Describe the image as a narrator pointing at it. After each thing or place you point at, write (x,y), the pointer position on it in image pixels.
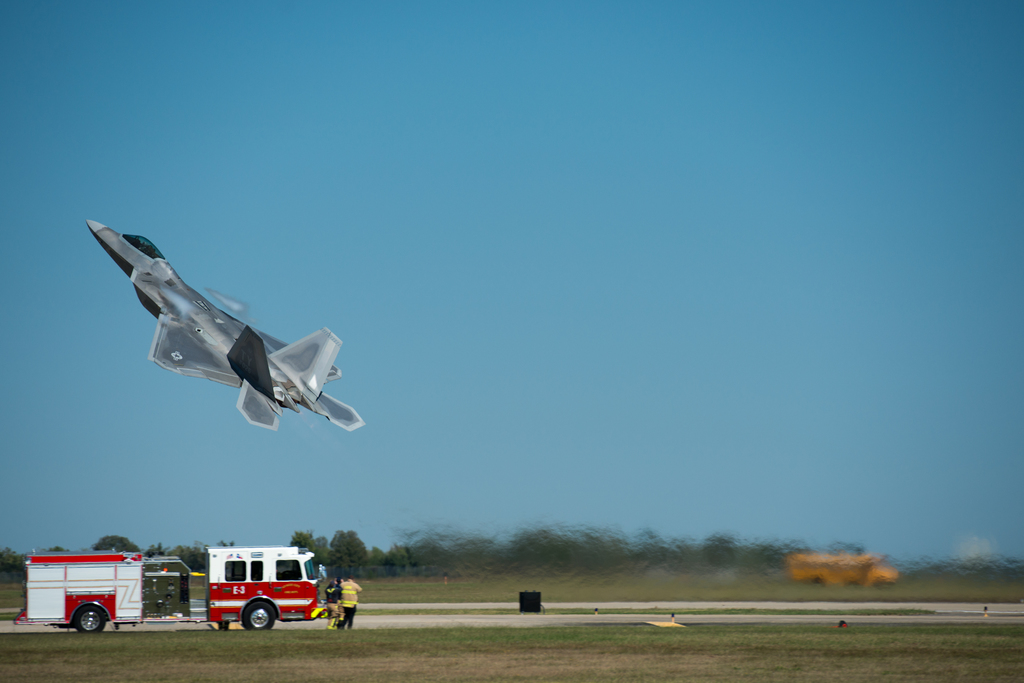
In this image, we can see two persons (341,618) in front of the vehicle (242,607). There is a jet (169,360) on the left side of the image (183,323). In the background of the image (144,368), there is a sky (689,373).
